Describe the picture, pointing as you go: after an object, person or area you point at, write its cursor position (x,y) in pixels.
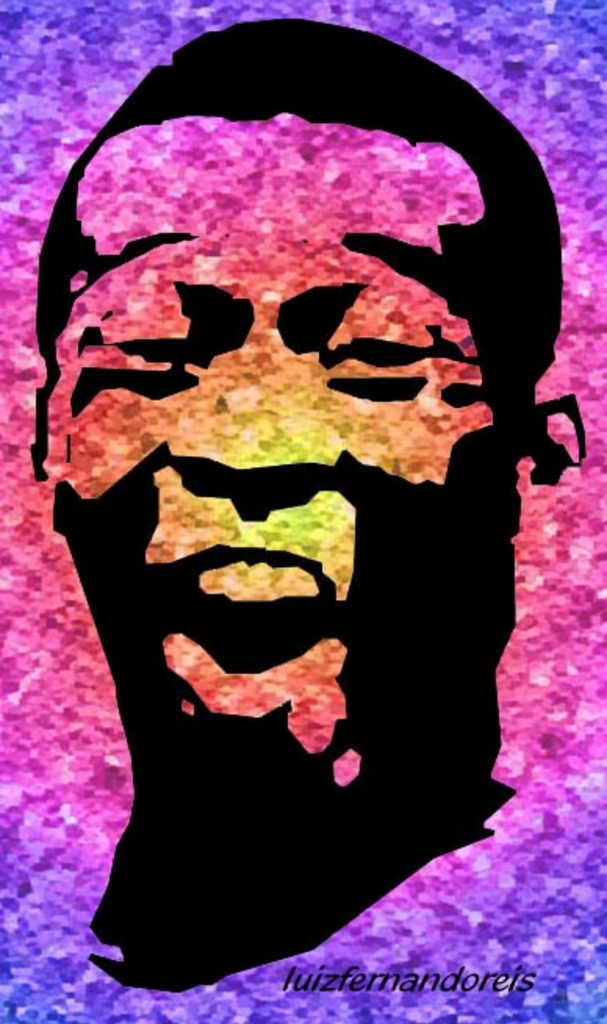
This picture is an edited picture. In this image there is a picture of a person (418,704). At the bottom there is a text (455,975).
